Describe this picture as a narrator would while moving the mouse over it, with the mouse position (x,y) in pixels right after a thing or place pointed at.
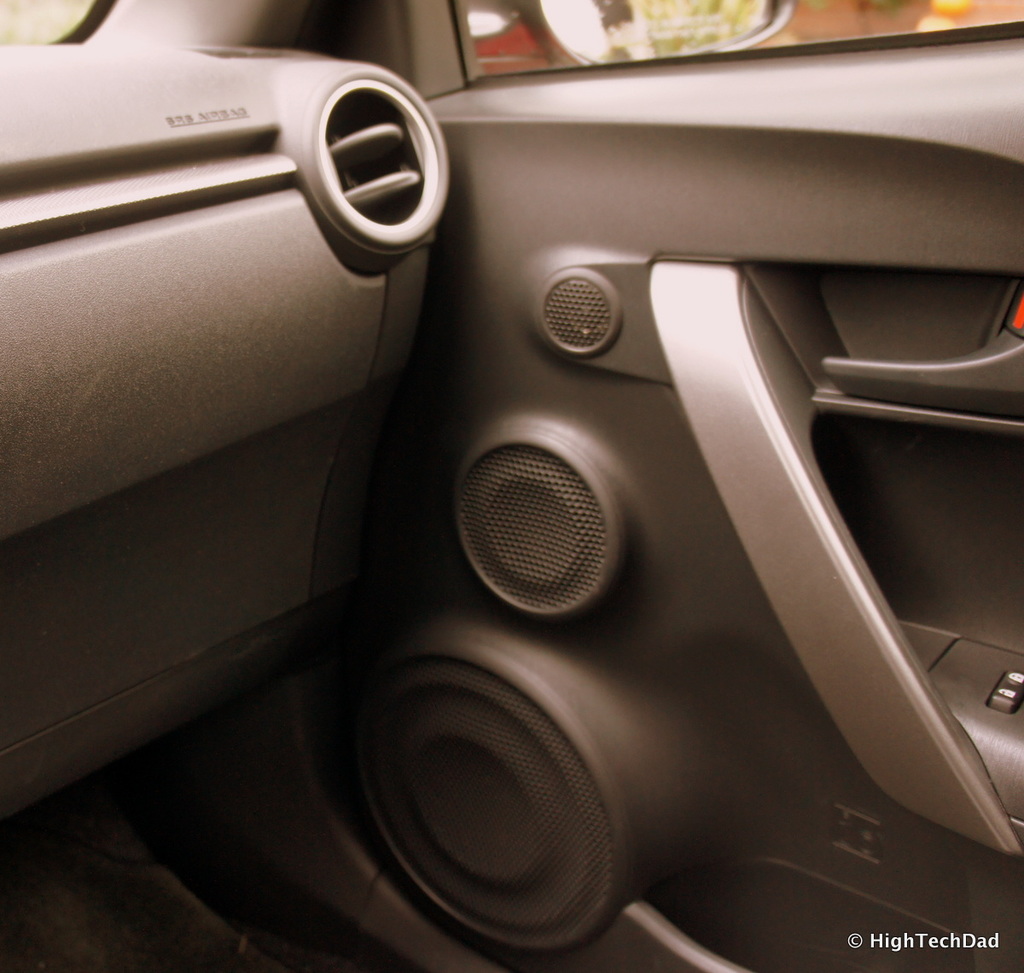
This picture is clicked inside the cars (586,367). In this picture, we see the door speakers (600,538). We see the car door (783,406). At the top (642,2), we see the glass window (468,22) and a mirror (675,50).
